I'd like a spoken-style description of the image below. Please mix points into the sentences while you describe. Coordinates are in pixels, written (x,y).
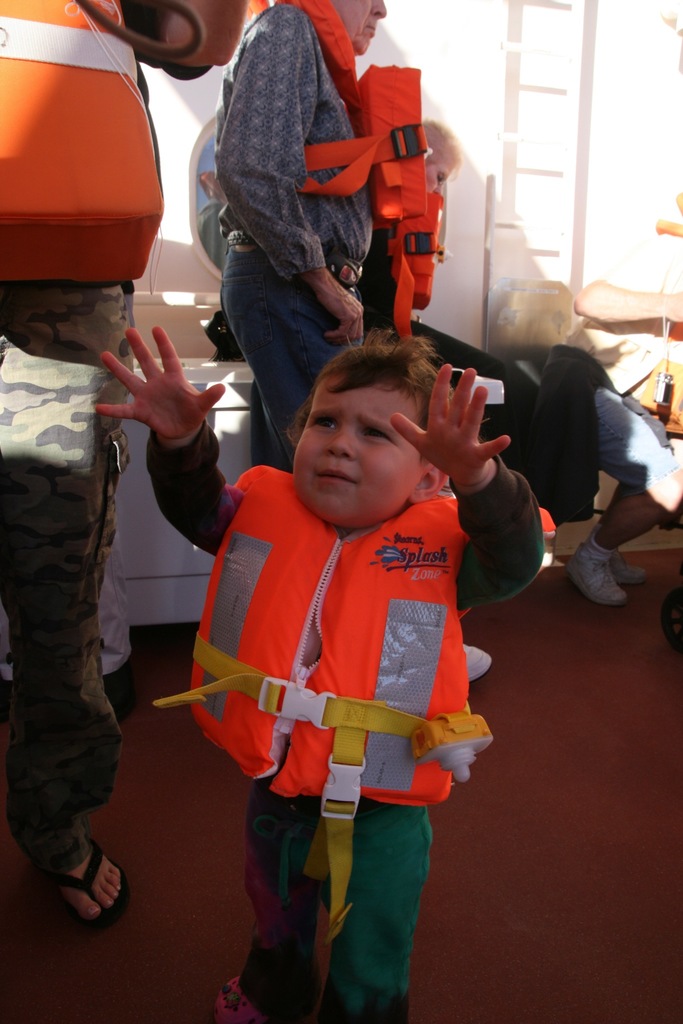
In this image we can see a few people (294,489), some of them are wearing life jackets (30,139), there are some other jackets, also we can see the wall (455,278).
